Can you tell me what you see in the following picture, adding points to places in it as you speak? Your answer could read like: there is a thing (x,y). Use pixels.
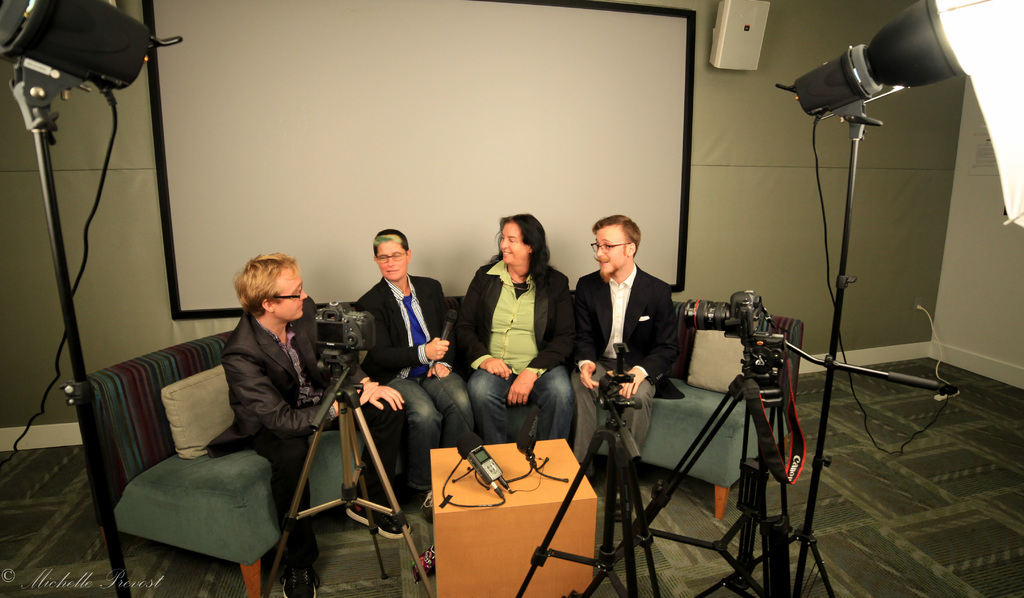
This picture describe about a group of people (230,345) sitting on the couch (239,472) and giving interview. Behind there is projector screen (378,132), and in front (287,381) a person (282,394) wearing black coat (295,432) and pant (292,461) sitting on the couch (252,480), middle person (405,322) wearing a coat (397,334) and blue tie (414,375) holding a microphone (448,321) in his hand (443,342) and third person (519,318) smiling on him. Microphone recorder (493,463) is on center table (590,486) and cameras (749,317) on right (737,327) and left side (331,343) and big light stands (61,59) are there.
